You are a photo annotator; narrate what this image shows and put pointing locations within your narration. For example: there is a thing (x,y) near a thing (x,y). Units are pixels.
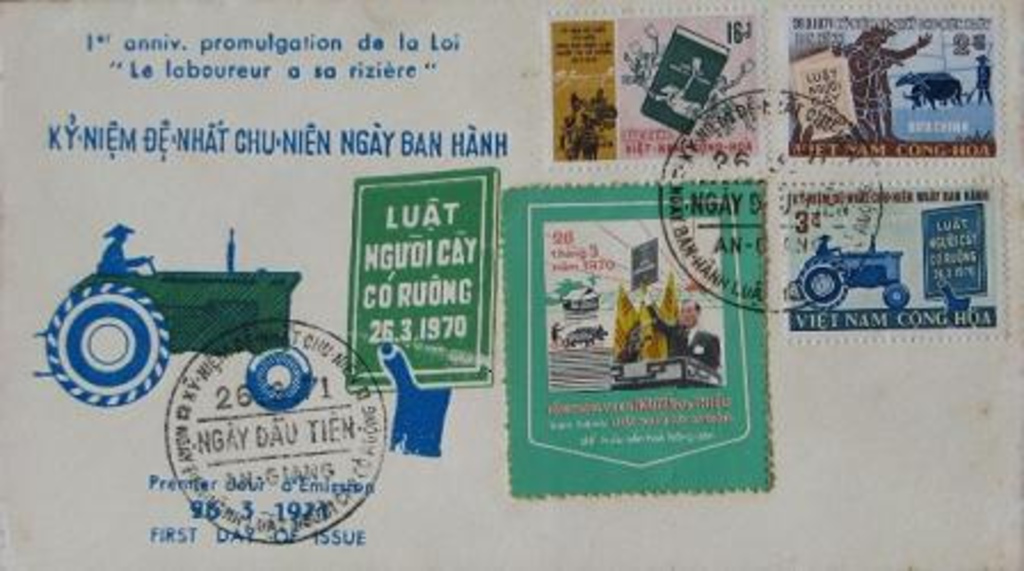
In this image there is a post card (2,245), on that card (45,45) there is some text (148,73) and stamps (563,391) and there is tractor image (118,363).
